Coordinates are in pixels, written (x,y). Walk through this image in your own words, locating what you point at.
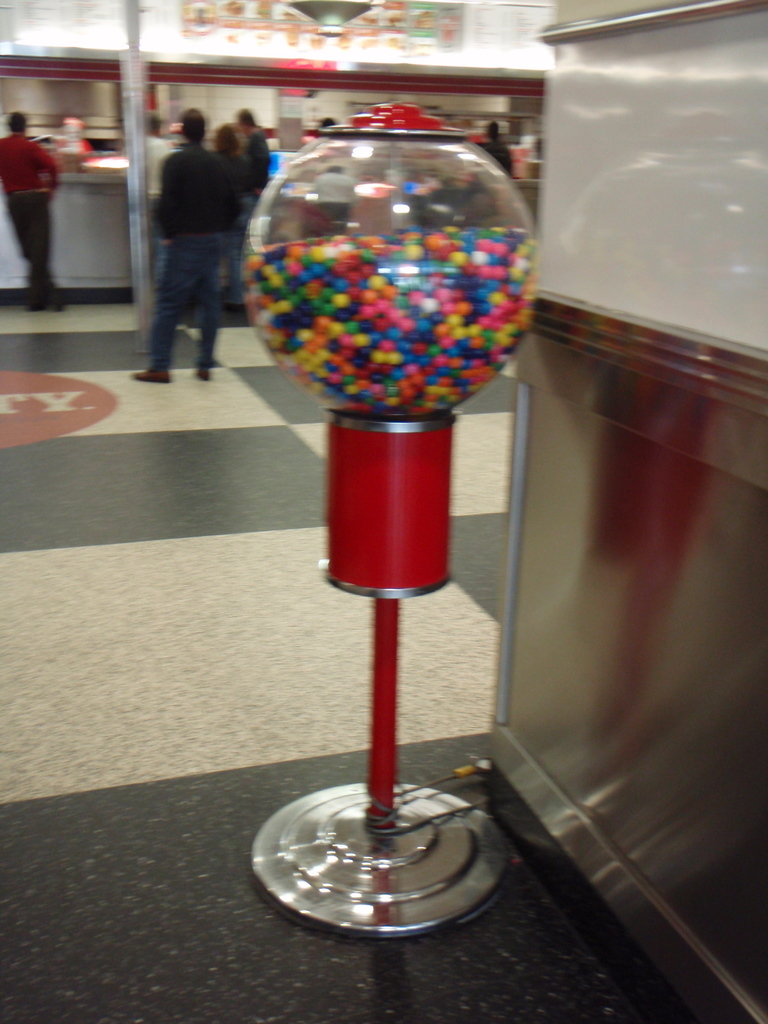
In the foreground of the picture (423,351) we can see an iron object (619,453), a stand (370,492), floor (107,958) and candies (344,257). In the background (269,109) we can see stalls (214,117), people (255,126) and various other objects (436,27).
